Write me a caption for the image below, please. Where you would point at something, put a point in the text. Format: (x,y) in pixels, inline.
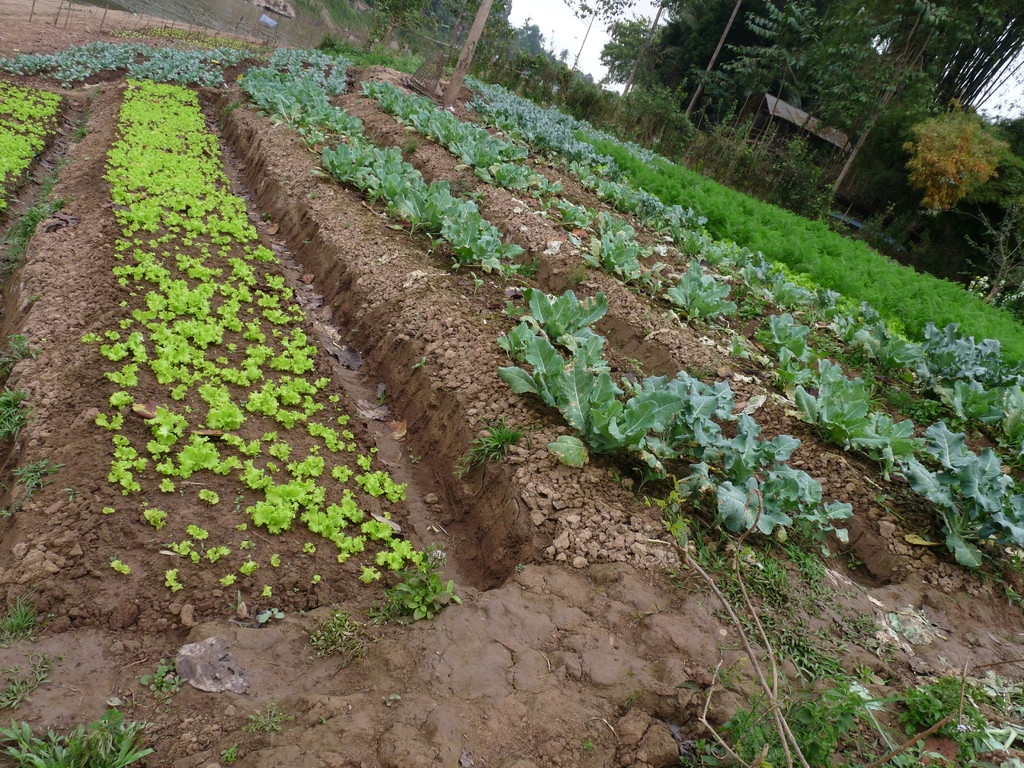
In this image there is mud (36,592). There are grass (889,311) and plants (804,477). There is sand (631,482). There are trees (865,170) in the background (912,250). There is a sky (596,51).
